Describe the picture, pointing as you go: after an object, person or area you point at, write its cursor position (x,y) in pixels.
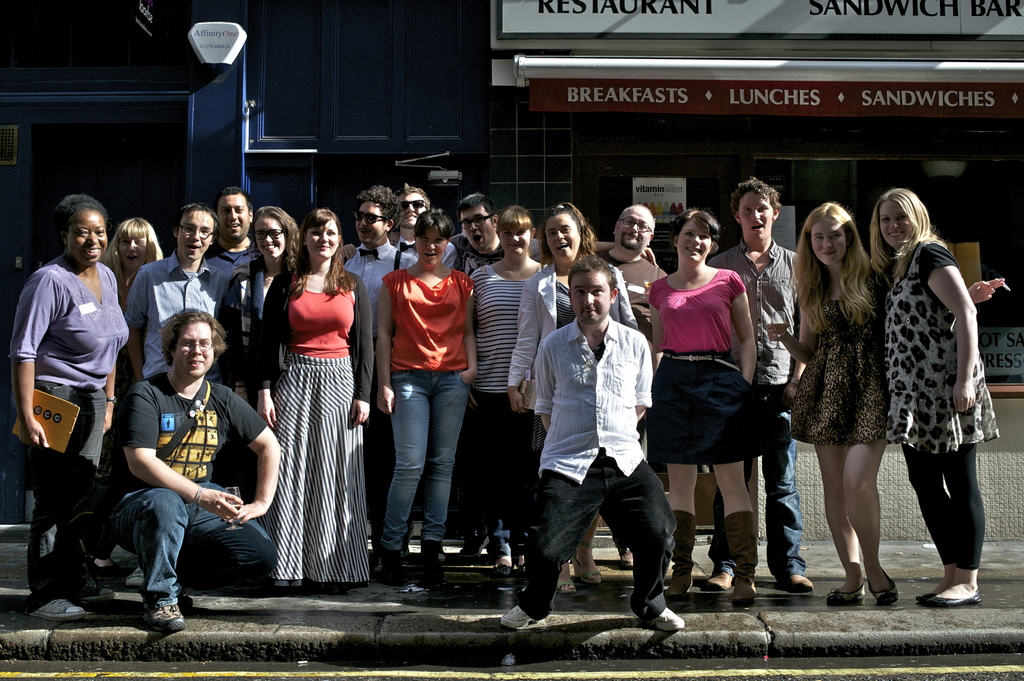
This picture shows buildings (373,66) on the back (373,66) and we see few people (439,372) standing and woman (39,313) holding a book (49,412) in her hand (27,420) and we see a man (132,444) wore a bag (124,477) and we see a woman (854,498) holding a cigarette (1008,288) in her hand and a glass (778,322) in another hand (783,325) and we see name boards (944,21).
